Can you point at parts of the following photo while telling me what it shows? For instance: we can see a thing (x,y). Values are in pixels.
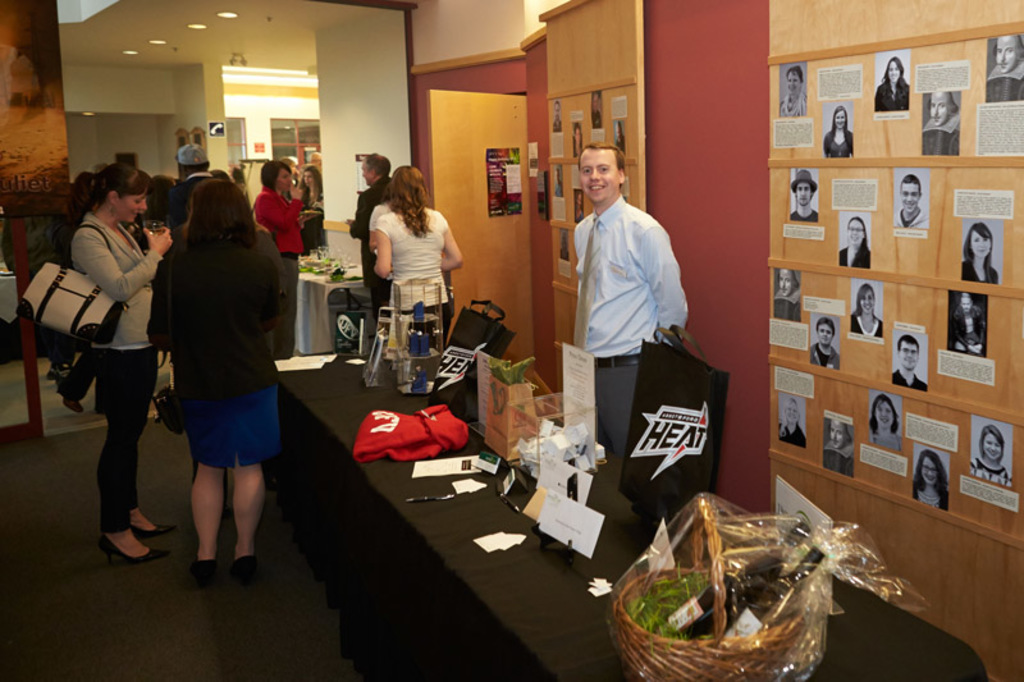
In this image I can see number of persons (218,257) are standing, a black colored table (526,573) with few clothes (454,424), papers (478,462), boards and a wooden basket (671,677) on it. In the background (151,142) I can see a board (43,100), the wall (662,89), few black and white pictures (843,128) attached to the cream colored boards (888,214), the ceiling (245,14), pillars (361,151) and few lights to the ceiling (228,36).
